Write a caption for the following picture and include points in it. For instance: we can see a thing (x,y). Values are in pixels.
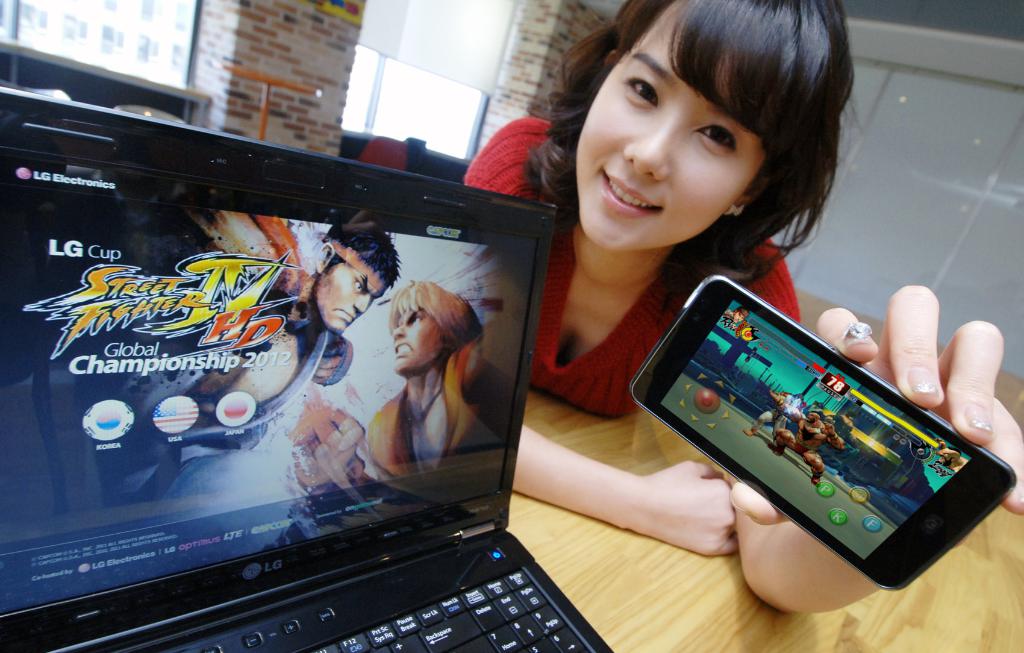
There is a woman (688,504) who is holding a mobile (737,367) with her hand (739,531). This is table (677,620). On the table (663,599) there is a laptop (307,522). And this is wall (296,66).
